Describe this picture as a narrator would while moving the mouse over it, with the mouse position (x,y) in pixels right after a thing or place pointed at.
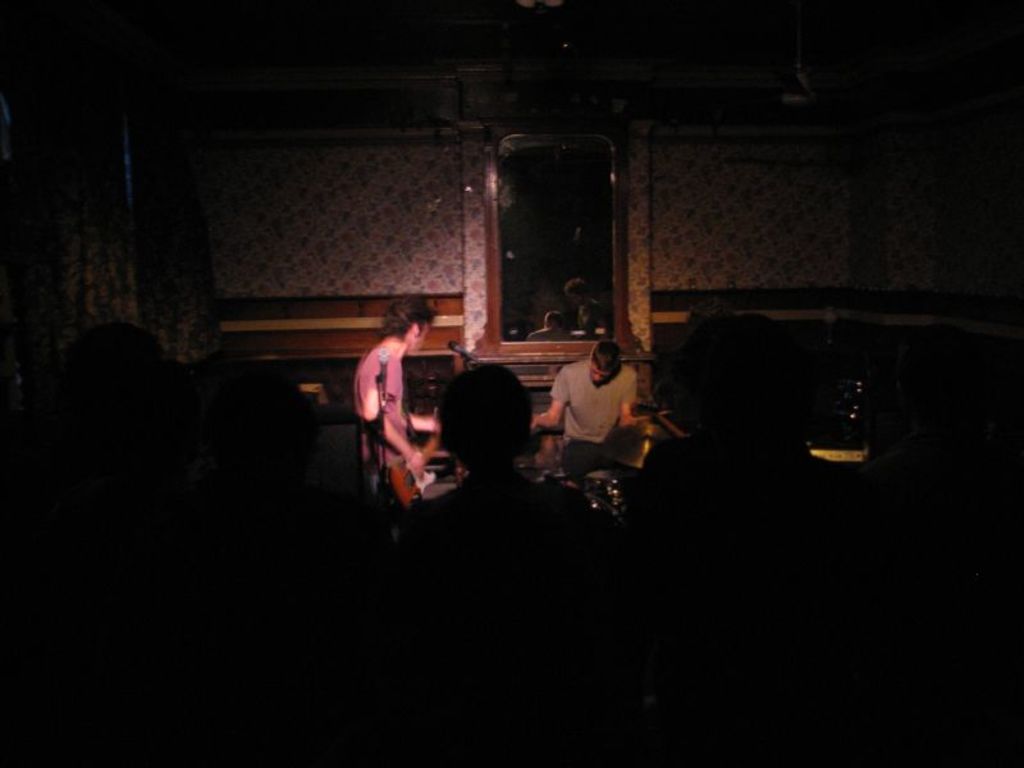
In the image in the center, we can see two persons (578,407) holding some objects (421,461) and we can see microphones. In the bottom of the image, we can see few people (473,562) sitting. In the background (515,189) there is a wall (785,250), mirror (583,196) and a few other objects (31,312).
